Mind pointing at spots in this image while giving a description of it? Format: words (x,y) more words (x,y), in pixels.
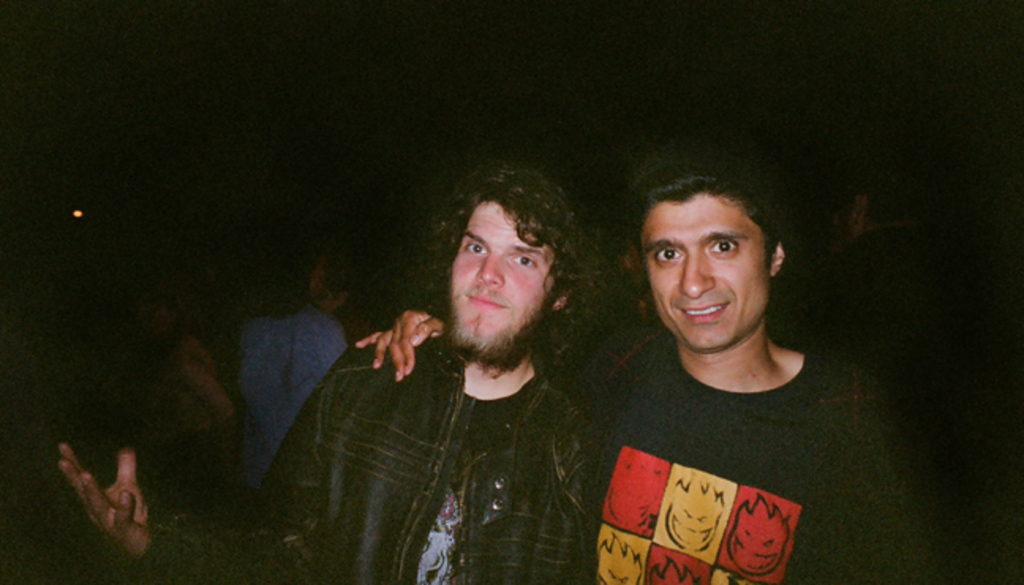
In this picture there are two people (811,551) in the center of the image (672,388) and there are other people (856,196) in the background area of the image (850,260).
